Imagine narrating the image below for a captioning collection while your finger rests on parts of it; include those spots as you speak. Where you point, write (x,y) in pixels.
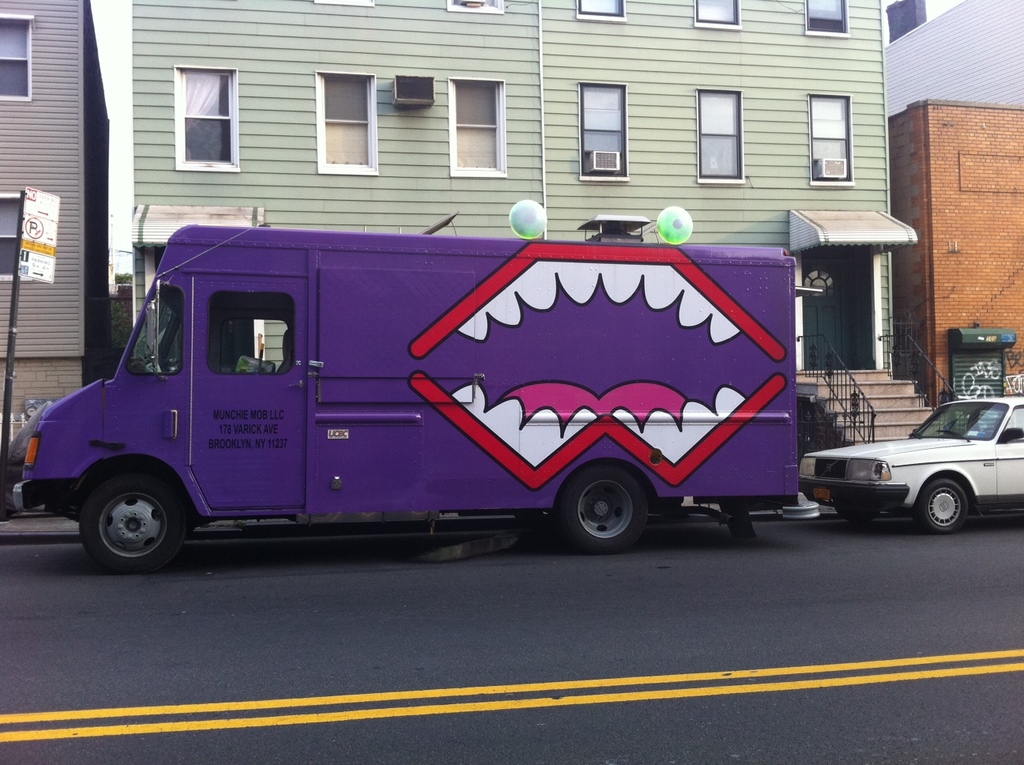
As we can see in the image there is a purple color truck (530,398), white color car (962,457), stairs (870,386), buildings (856,367), windows (588,144) and banner (27,269).
